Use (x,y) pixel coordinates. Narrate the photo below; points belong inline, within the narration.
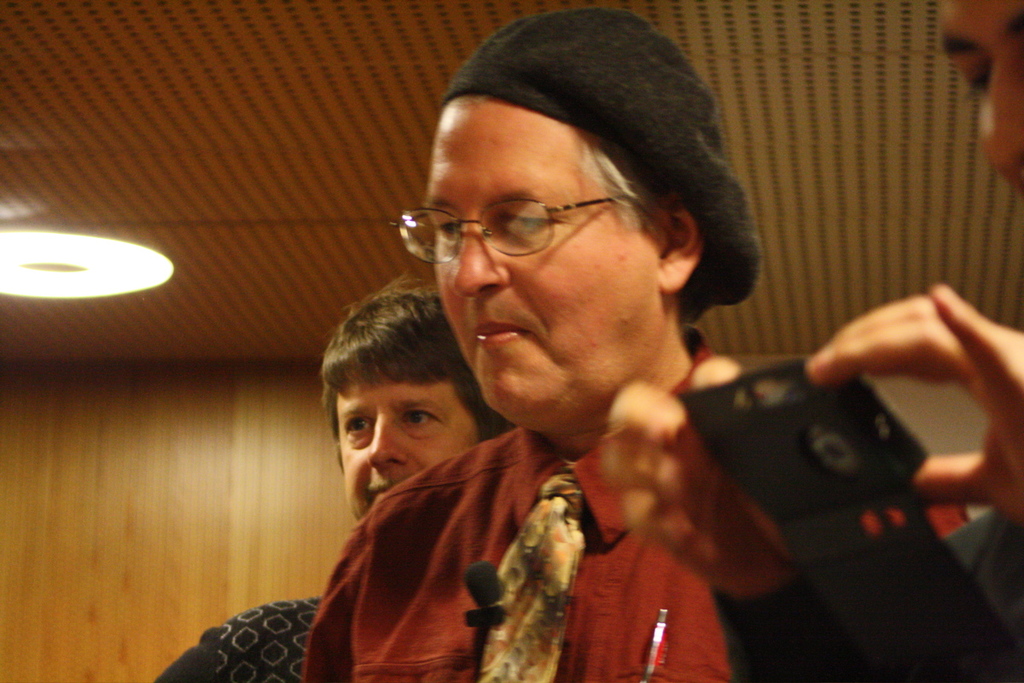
On the right side of the image (996,90) there is a person (960,324) holding a mobile (787,428) in the hand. There is a man (464,524) with spectacles (497,244), mic (483,594), pen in the pocket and hat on the head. Behind him there is another person (275,650). At the top of the image (107,111) there is a roof (110,111). On the left side of the image (97,271) there is a light (132,272).
